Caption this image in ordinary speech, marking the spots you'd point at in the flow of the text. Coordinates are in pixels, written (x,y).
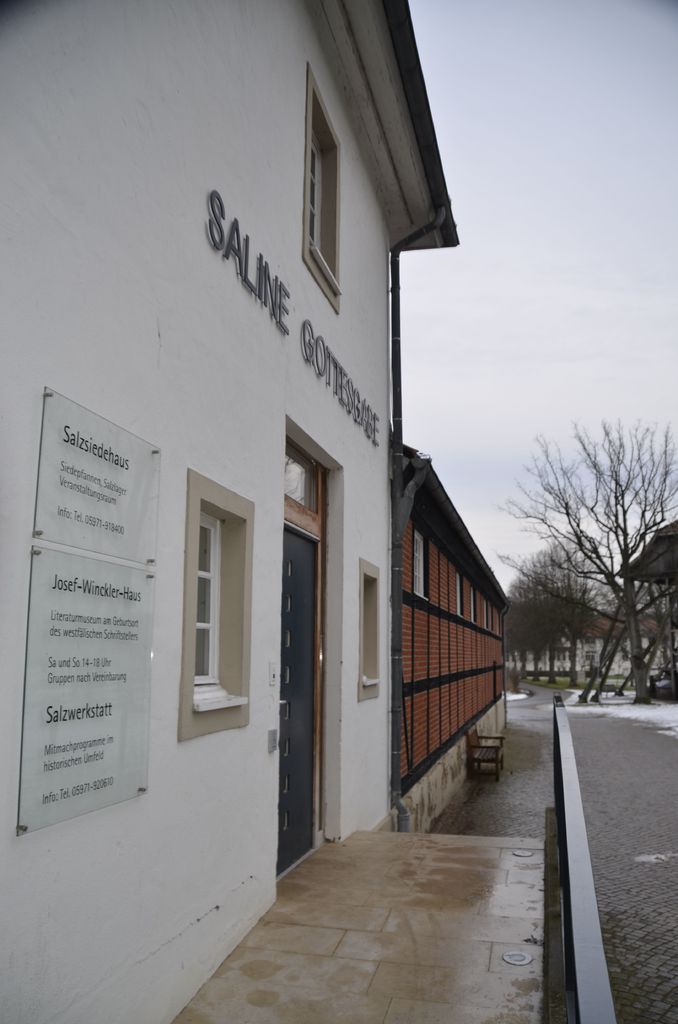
In this image, on the left (217,598) there is a building (347,473) on that there are windows (319,157), text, glass boards (110,605). In the middle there is a railing (582,888), floor (534,906), road (516,781). In the background (492,506) there are trees (600,605), shed (651,555), sky (540,331).
